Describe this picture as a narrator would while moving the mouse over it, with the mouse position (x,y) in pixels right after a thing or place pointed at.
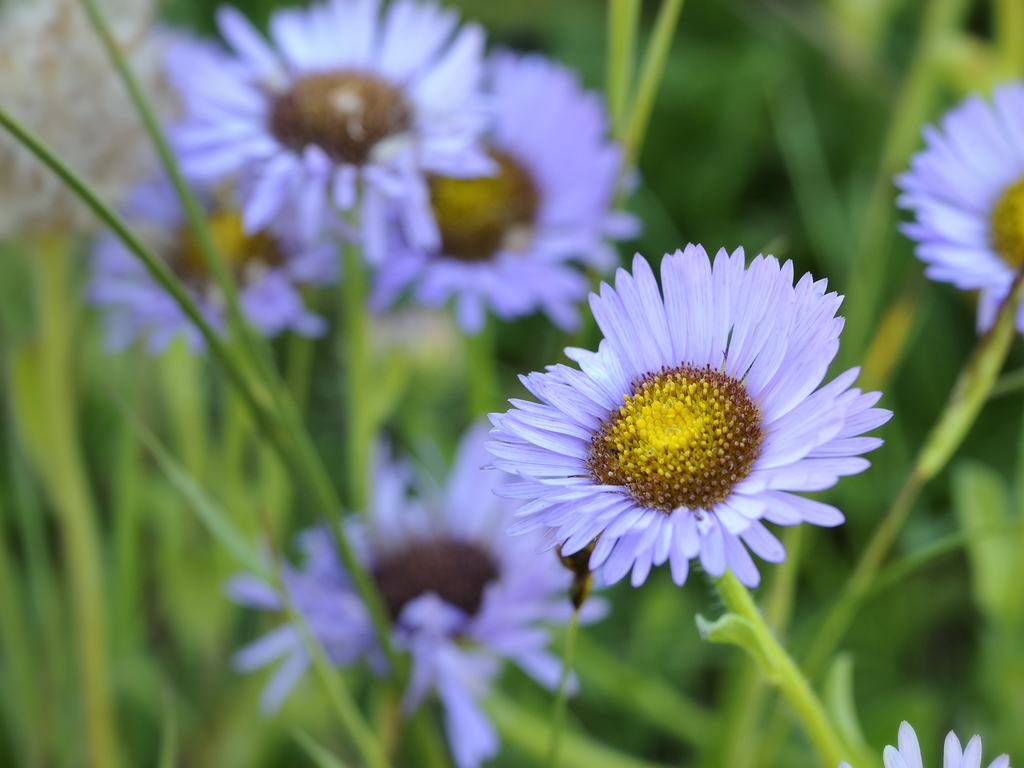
The picture consists of flowers (574,390) and plants (195,323). The picture is blurred.
